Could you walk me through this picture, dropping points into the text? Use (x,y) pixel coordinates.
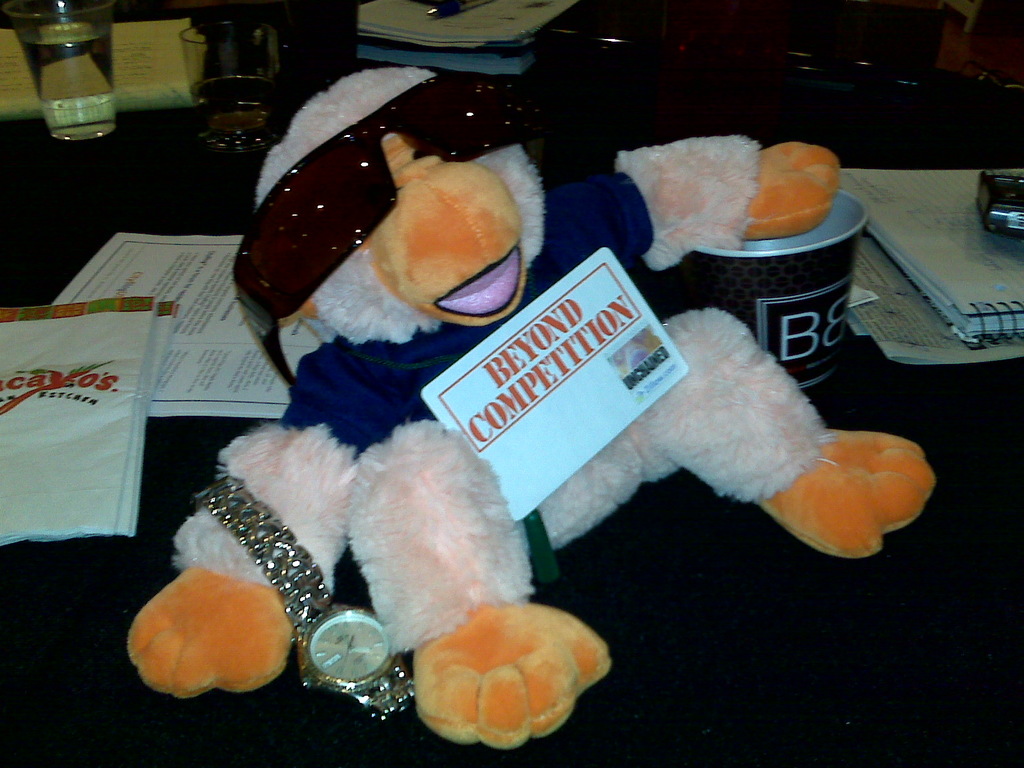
In this image, there is a toy (469,330) wearing sunglasses (349,211) and watch (256,518). There is a book (917,287) and cup (796,266) on the right side of the image (739,264). There are glasses (108,60) in the top left of the image (71,79). There are some papers (165,294) on the left side of the image (67,431).
